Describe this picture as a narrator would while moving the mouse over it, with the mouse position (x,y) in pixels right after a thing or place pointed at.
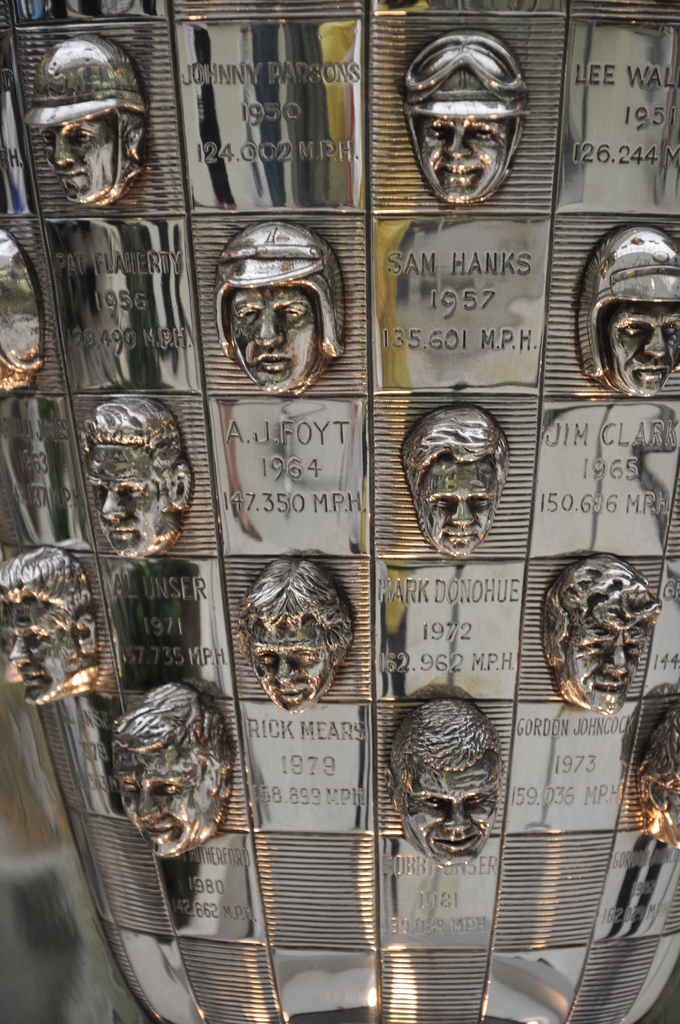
In this image there is a metal (627,75), on that metal (131,15) there are different faces (262,317) and text (628,153).
